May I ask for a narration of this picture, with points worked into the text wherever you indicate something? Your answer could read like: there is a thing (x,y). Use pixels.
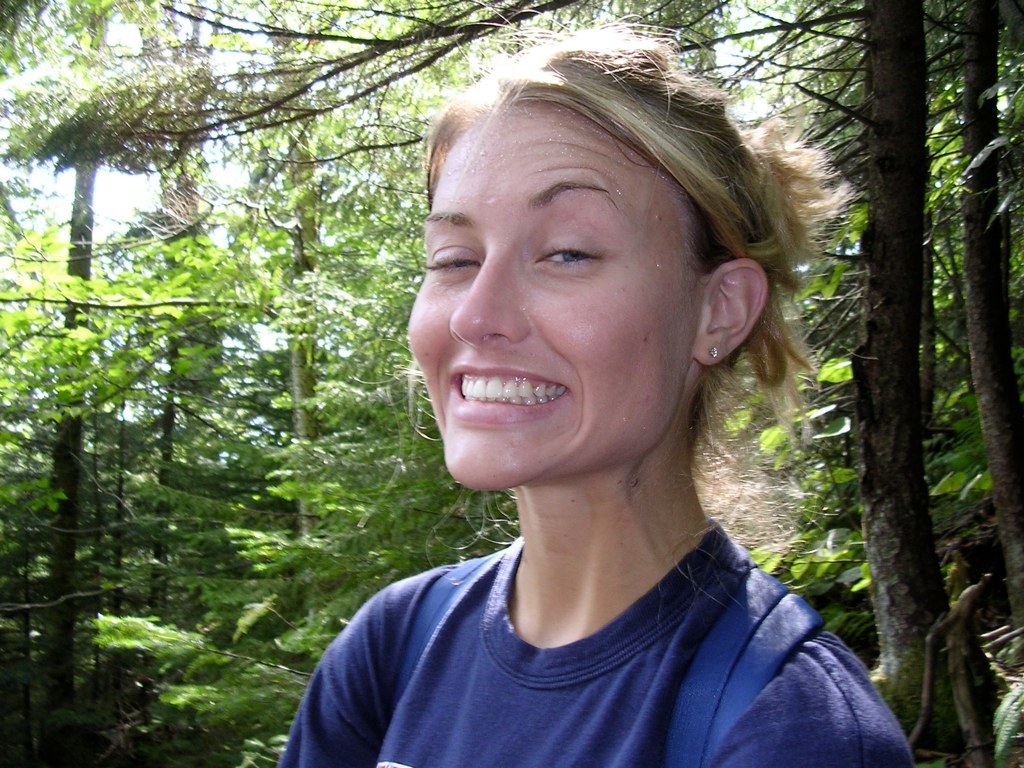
In the picture I can see a woman (514,686) and there is a smile on her face (661,361). She is wearing a T-shirt (559,660) and looks like she is carrying a bag (756,580) on her back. In the background (795,553), I can see the trees (957,450). I can see the trunk (997,365) of trees (926,331) on the right side (926,331).
